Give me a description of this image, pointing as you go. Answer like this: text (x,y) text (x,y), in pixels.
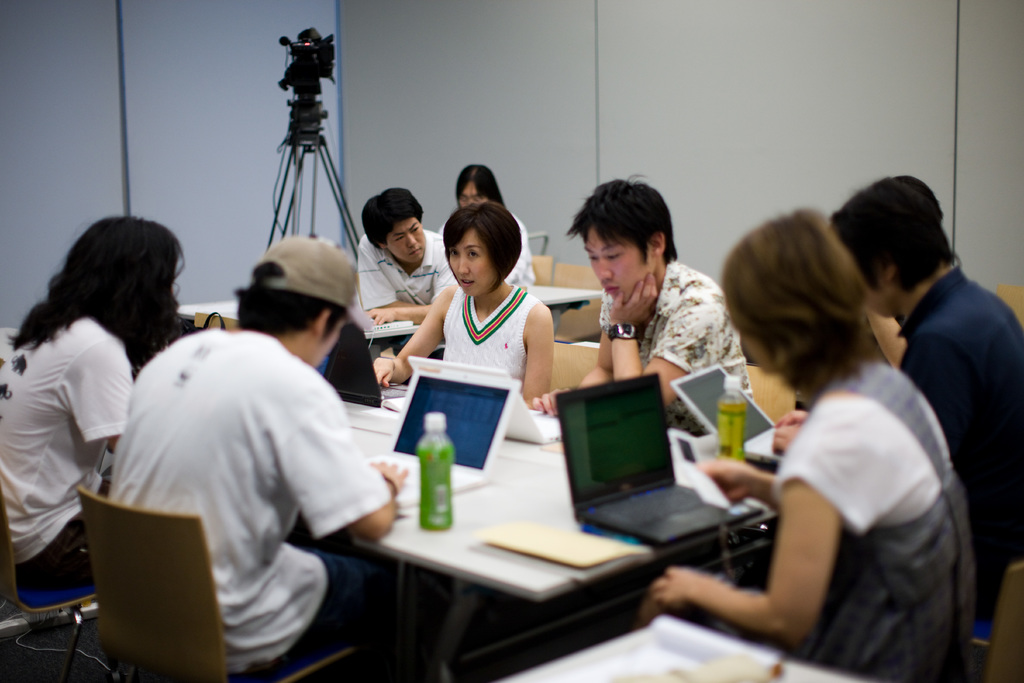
In this image we can see many people (255,360) sitting on chairs (976,633). There are tables (589,571). On the tables (560,552) there are laptops (415,446), bottles (421,471) and some other items (502,543). One person (297,348) is wearing cap (331,256). In the back (305,97) there is a video camera (330,59) on a stand (328,168). In the background (513,56) there is wall (78,78).
